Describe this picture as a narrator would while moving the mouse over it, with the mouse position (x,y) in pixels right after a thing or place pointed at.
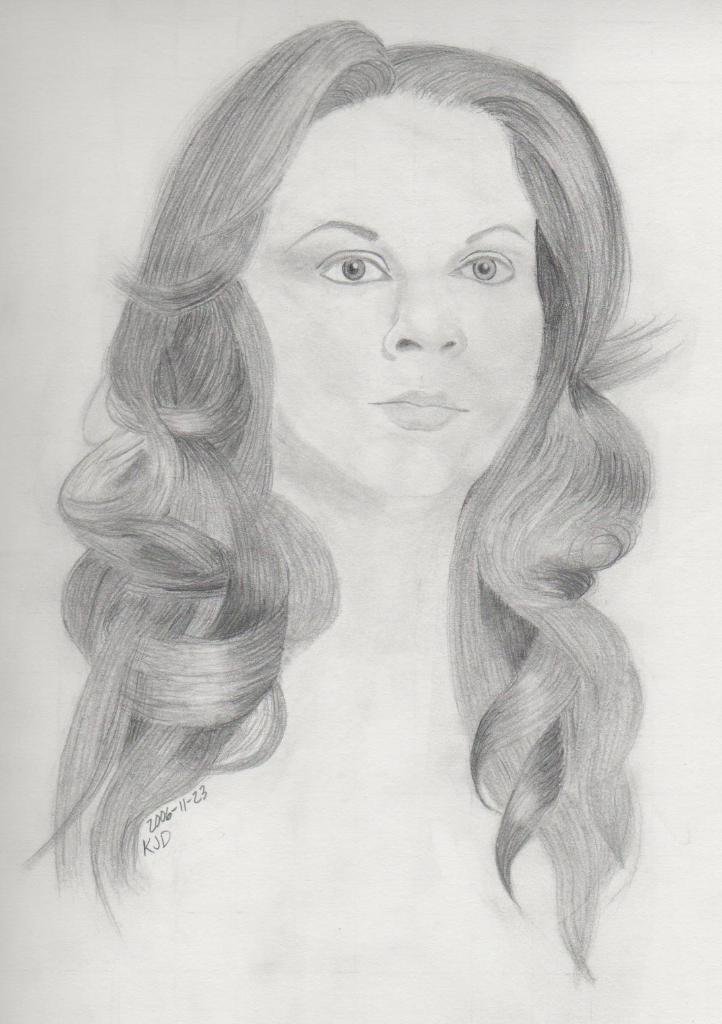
In the image there is a drawing (185,395) of a lady (110,441) with curly hair (205,495). And there is something written on it.
